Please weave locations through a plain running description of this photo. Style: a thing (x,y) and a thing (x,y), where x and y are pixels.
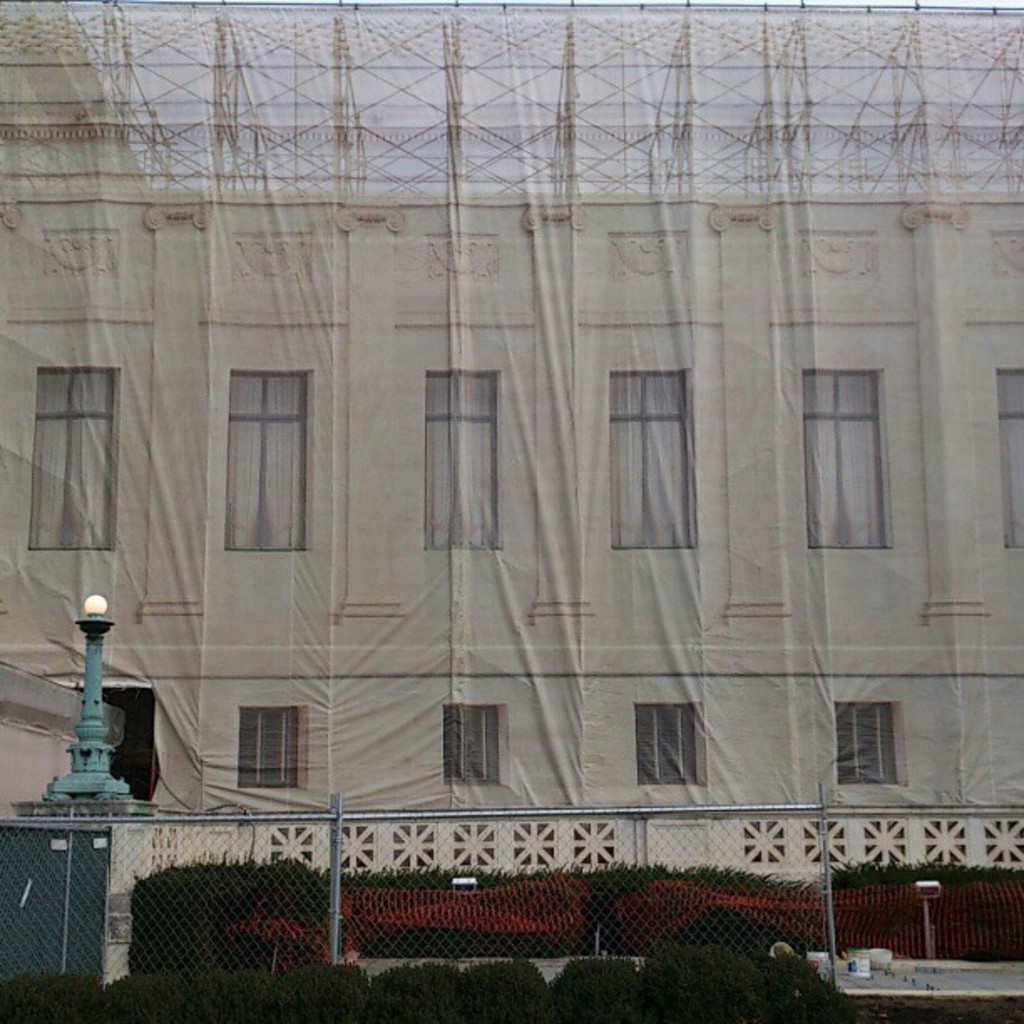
In this image we can see a building (424,422). In front of the building (427,834) fencing (635,939) and plants (402,939) are there. Left side of the image (86,787) one blue color pole (101,699) is there.
